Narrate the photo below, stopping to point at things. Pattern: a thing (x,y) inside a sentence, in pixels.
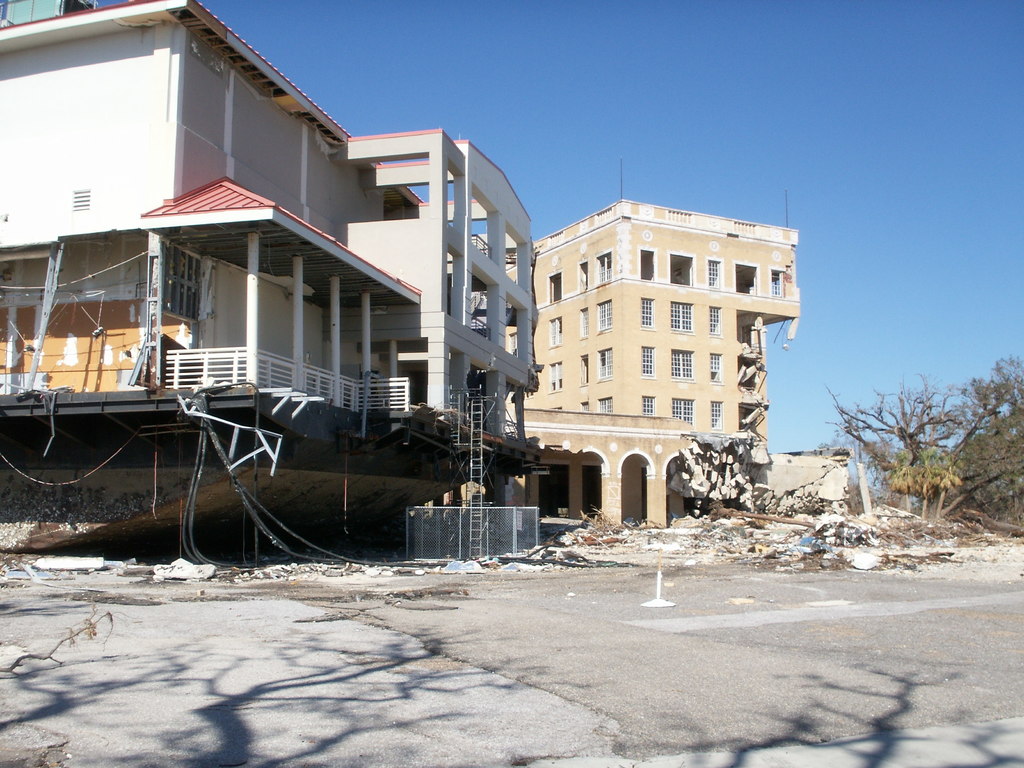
In this image there are buildings (501,430). One of the building (739,354) is in renovation. There are trees (908,471) on the right side (919,471). There is a sky (808,343). There is a road (869,622).
